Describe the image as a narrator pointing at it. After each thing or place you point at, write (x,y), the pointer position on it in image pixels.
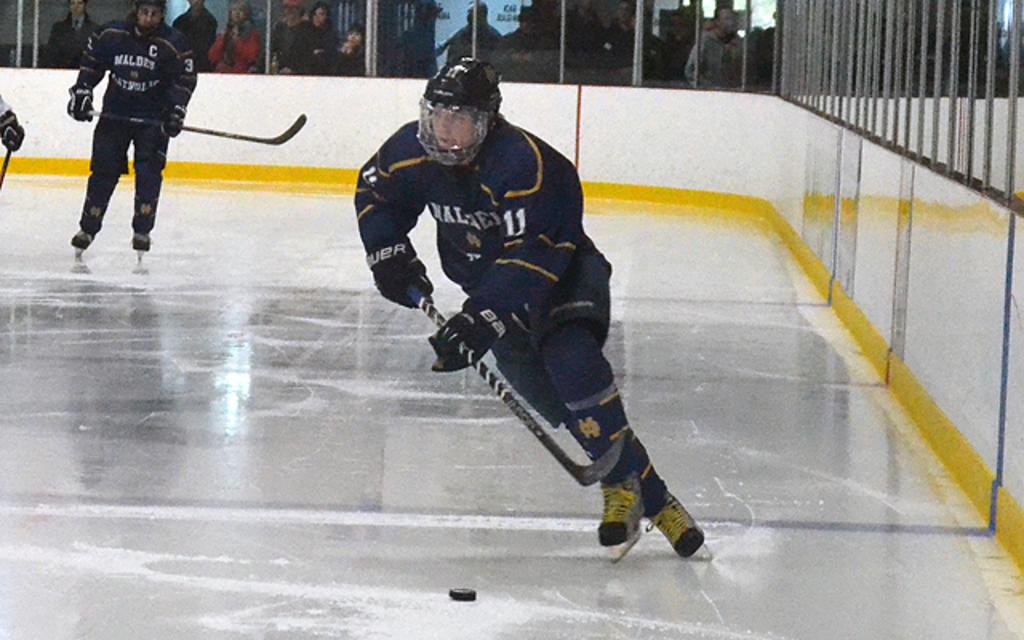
In this picture there are two members (144,61) playing ice hockey in the court (253,262). They are wearing blue color dresses (126,79) and helmets (498,106) on their heads (159,26). Two of them are holding hockey sticks (424,300) in their hands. In the background (247,33) there are some people (274,46) standing behind the fence (28,20).
